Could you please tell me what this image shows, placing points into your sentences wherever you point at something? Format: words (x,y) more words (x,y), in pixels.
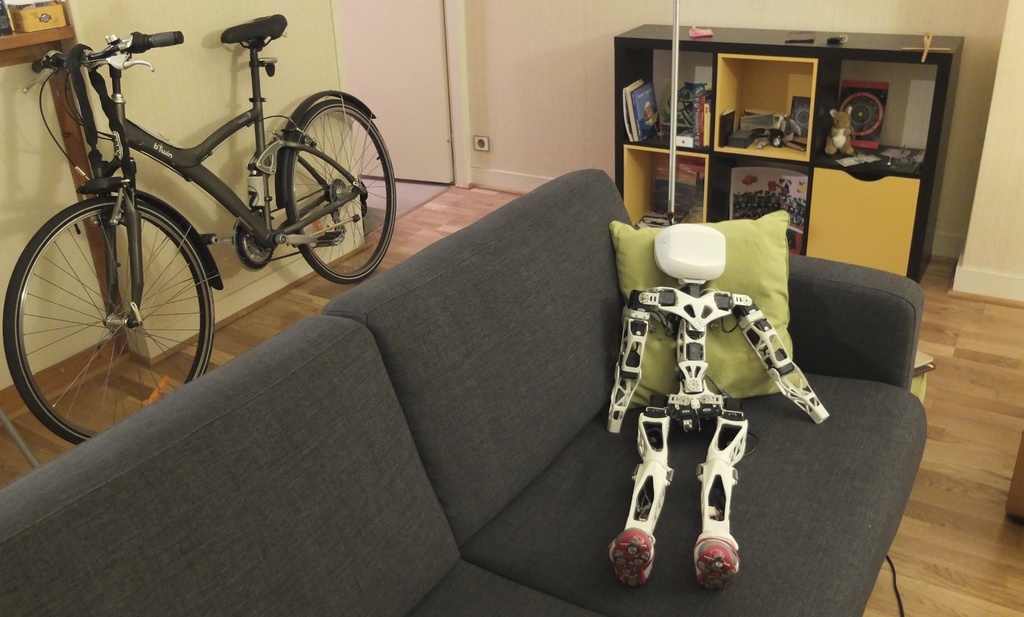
In this image there is a toy (728,462) on the sofa (664,509) having a cushion (713,331). Left side (200,265) there is a bicycle (240,256) kept near the wall (217,124). Left top there is a shelf (24,41) having few objects (40,24). Right side (697,158) there is a rack (654,143) having books (707,129), toys (835,123) and few objects (802,116). Background (402,107) there is a wall (45,101) having a door (403,69).
